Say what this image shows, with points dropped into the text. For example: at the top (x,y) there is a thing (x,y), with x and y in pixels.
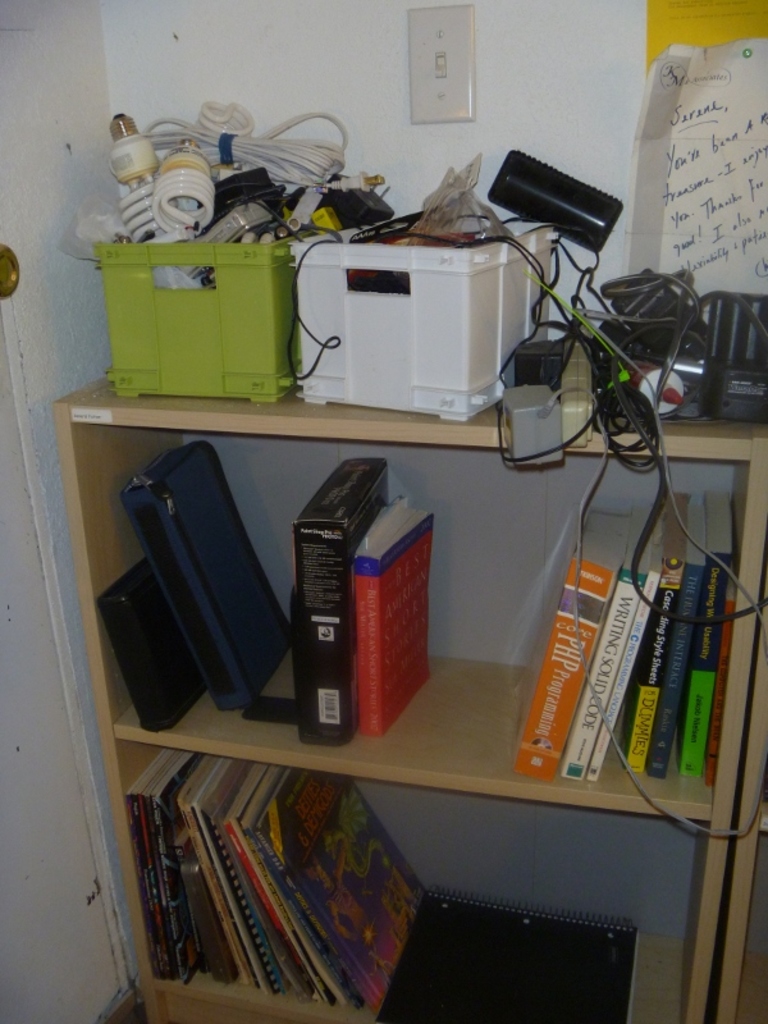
In the picture I can see bookshelves (421,744), on the top of the shelf (389,788) there are boxes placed along with wires (556,305), one paper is pasted to the wall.
